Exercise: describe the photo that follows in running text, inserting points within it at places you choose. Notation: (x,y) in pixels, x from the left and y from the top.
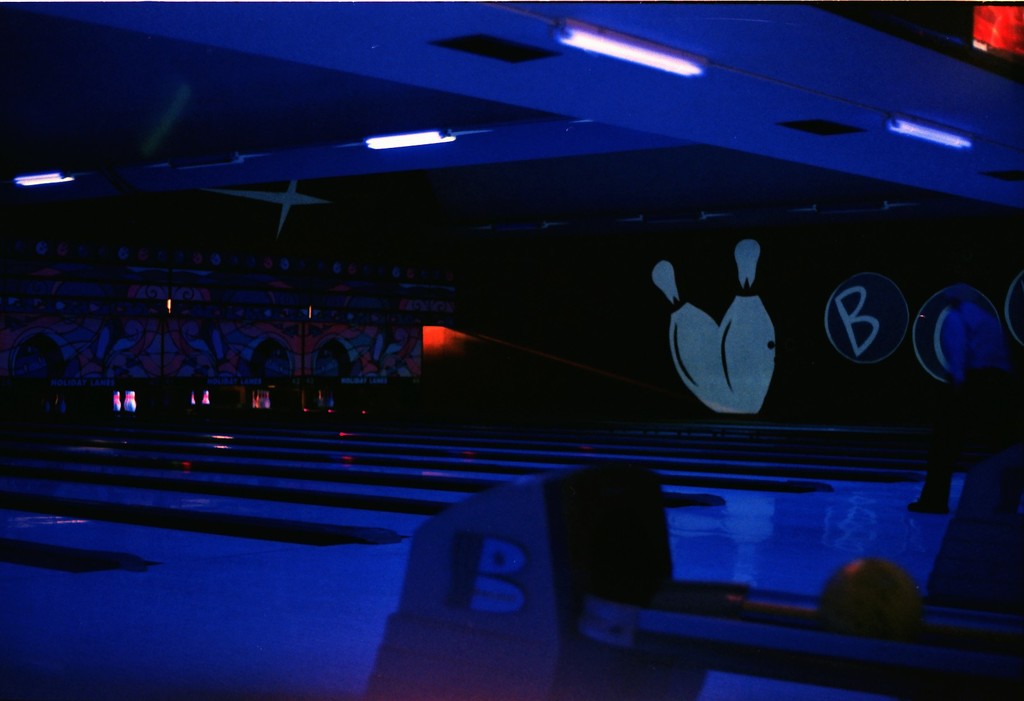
In the picture I can see lights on the ceiling (608,145), wall (641,346) which has some paintings (676,344) and some other objects (260,404) on the floor (253,432). This image is little bit dark.
